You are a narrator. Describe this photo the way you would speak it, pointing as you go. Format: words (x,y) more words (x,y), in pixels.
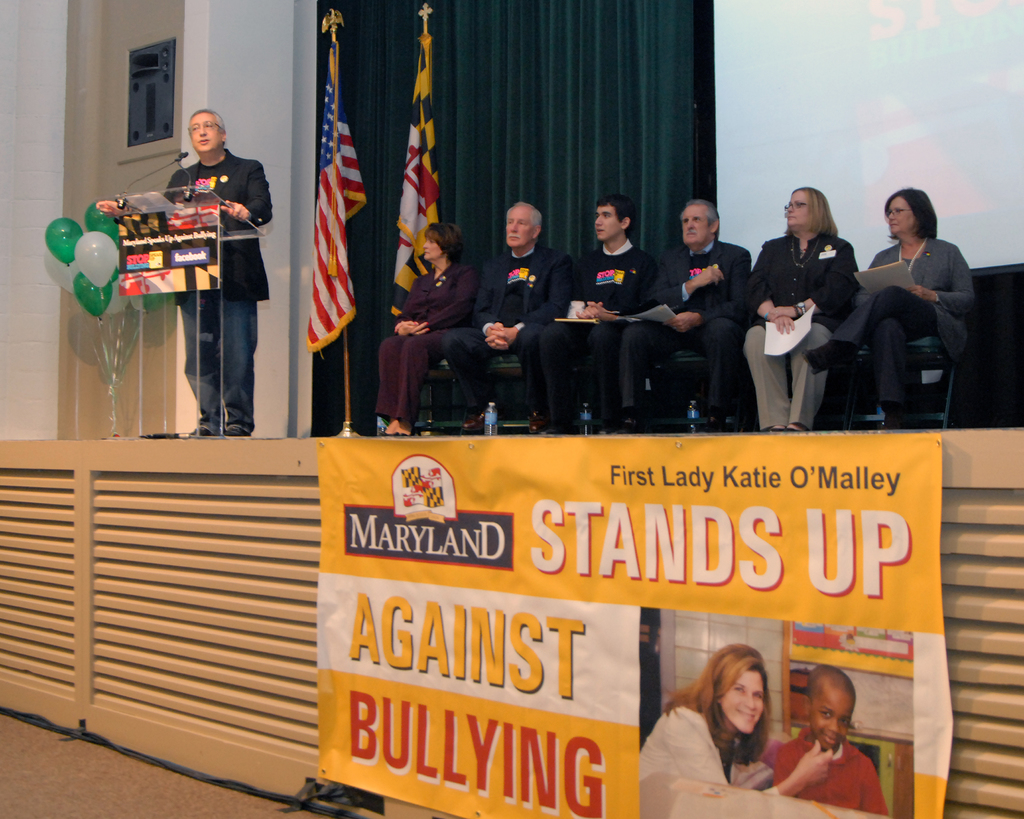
This picture seems to be clicked inside the hall (984,371). On the right (909,545) we can see a yellow color banner (581,439) on which we can see the text (398,735) and the pictures (807,715) of two persons (749,708) and some objects (803,649) and we can see the group of persons (495,293) wearing blazers (441,299) and sitting on the chairs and we can see some objects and water bottles (492,418). In the background (871,84) we can see the projector screen (851,54), curtain (571,70), flags (426,93), speaker (154,51) and wall (10,160) and the balloons (93,265) and we can see a person (236,172) wearing black color blazer (243,188) and standing behind the podium (181,272) and we can see the text (180,248) on the podium (171,246) and we can see a microphone (185,168) and some other objects (170,244).
